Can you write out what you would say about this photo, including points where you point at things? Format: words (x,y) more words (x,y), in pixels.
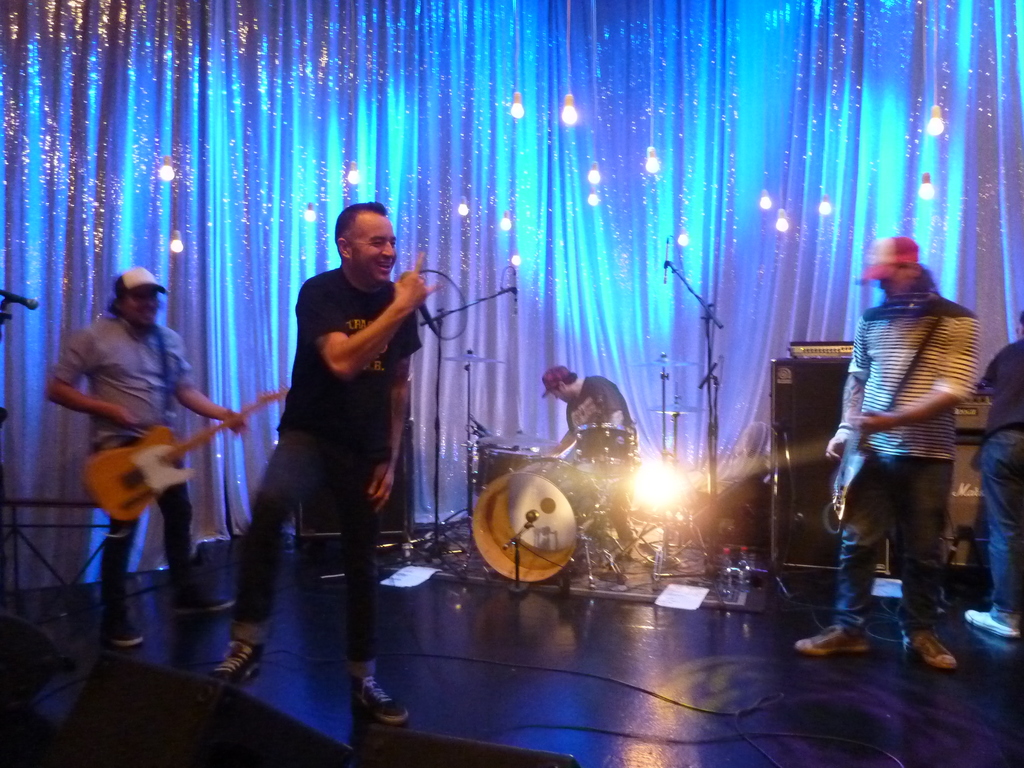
In this image I see 4 men (919,441), in which these 2 (934,475) are holding the guitars (247,416) and this guy (566,443) is near to the drums (566,461). I can also see that this smiling and there is another person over here. In the background (779,489) I see the lights (822,208) and few equipment (844,365).
